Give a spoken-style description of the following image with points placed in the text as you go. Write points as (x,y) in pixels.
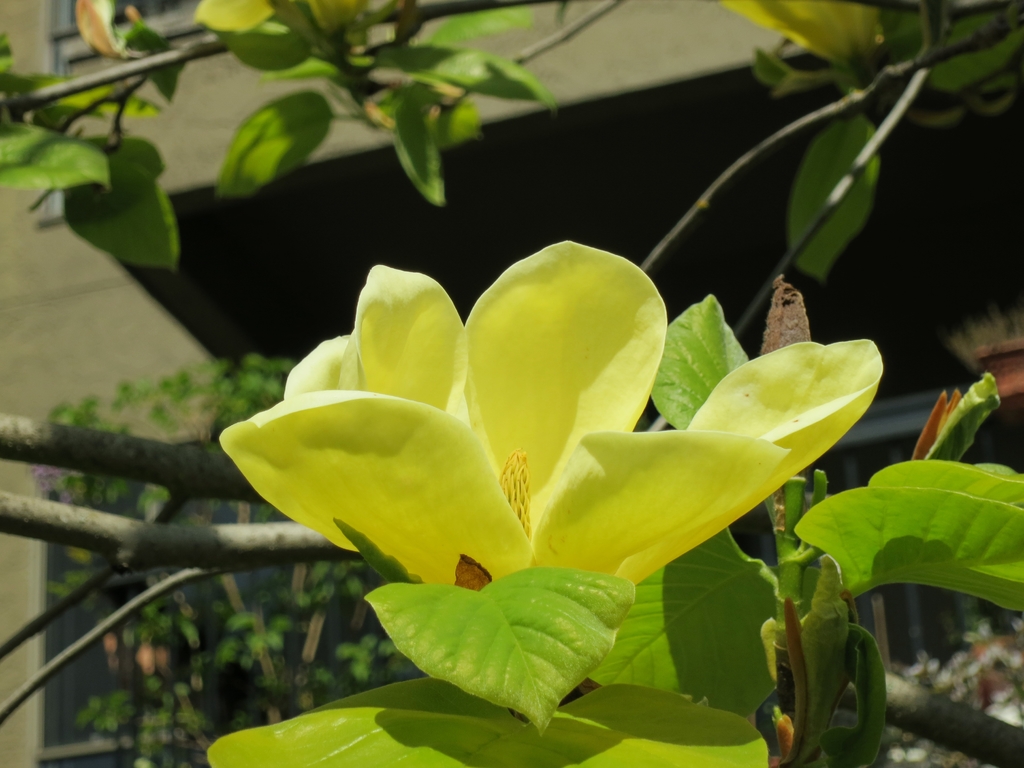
In this image there is a plant (583,607) having a flower (373,424) and leaves (729,655). Behind there are branches (880,78) having leaves (493,20) and flowers (843,11). Background (978,636) there are plants (914,754). Behind there is a building (656,200).
